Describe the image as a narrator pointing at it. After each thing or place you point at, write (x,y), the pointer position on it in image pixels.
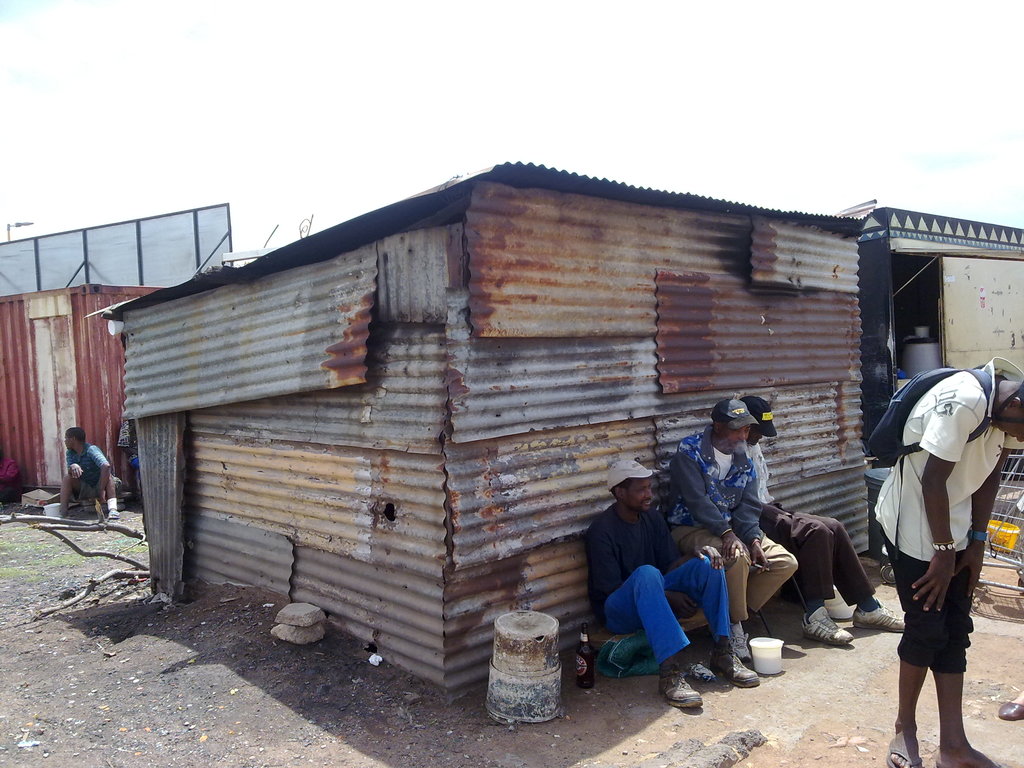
In this image, we can see people (717,590), sheds (338,424) and few objects (1019,586). On the right side of the image (948,534), we can see a person (940,513) wearing a backpack (903,411) and standing. Background (663,102) there is the sky (309,99).
